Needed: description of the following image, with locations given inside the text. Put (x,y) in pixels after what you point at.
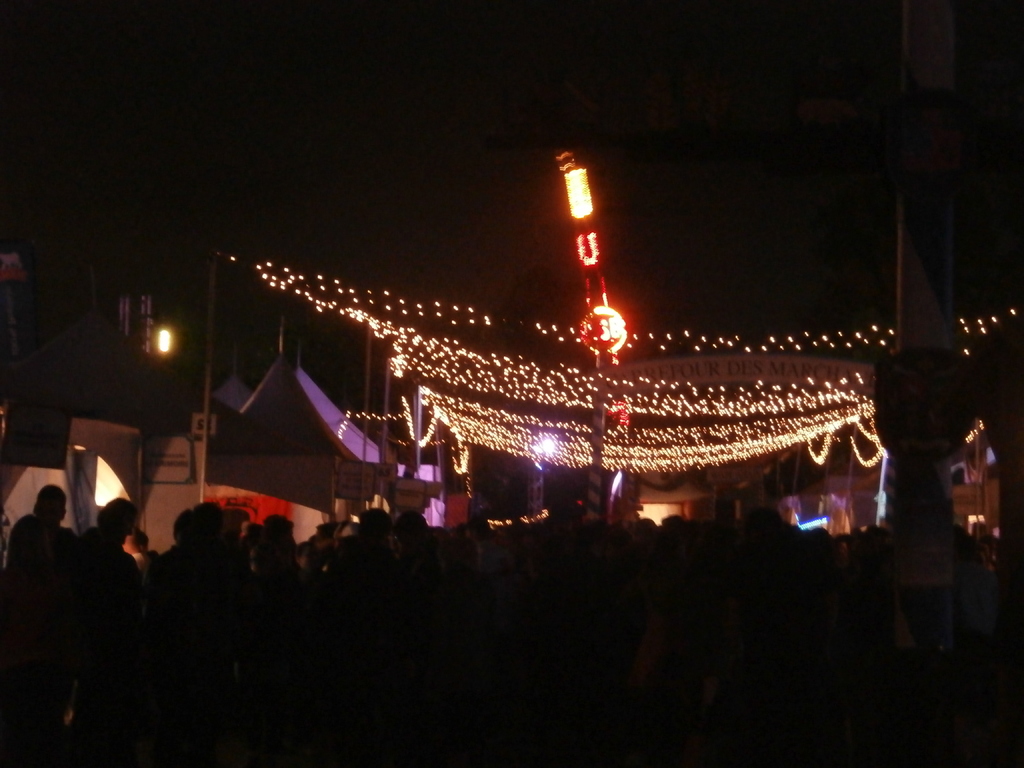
The image is dark but at the bottom (241,607) we can see many persons (290,569) and in the background (231,471) we can see decorative lights (450,382), poles (604,395) and other objects (221,429).
